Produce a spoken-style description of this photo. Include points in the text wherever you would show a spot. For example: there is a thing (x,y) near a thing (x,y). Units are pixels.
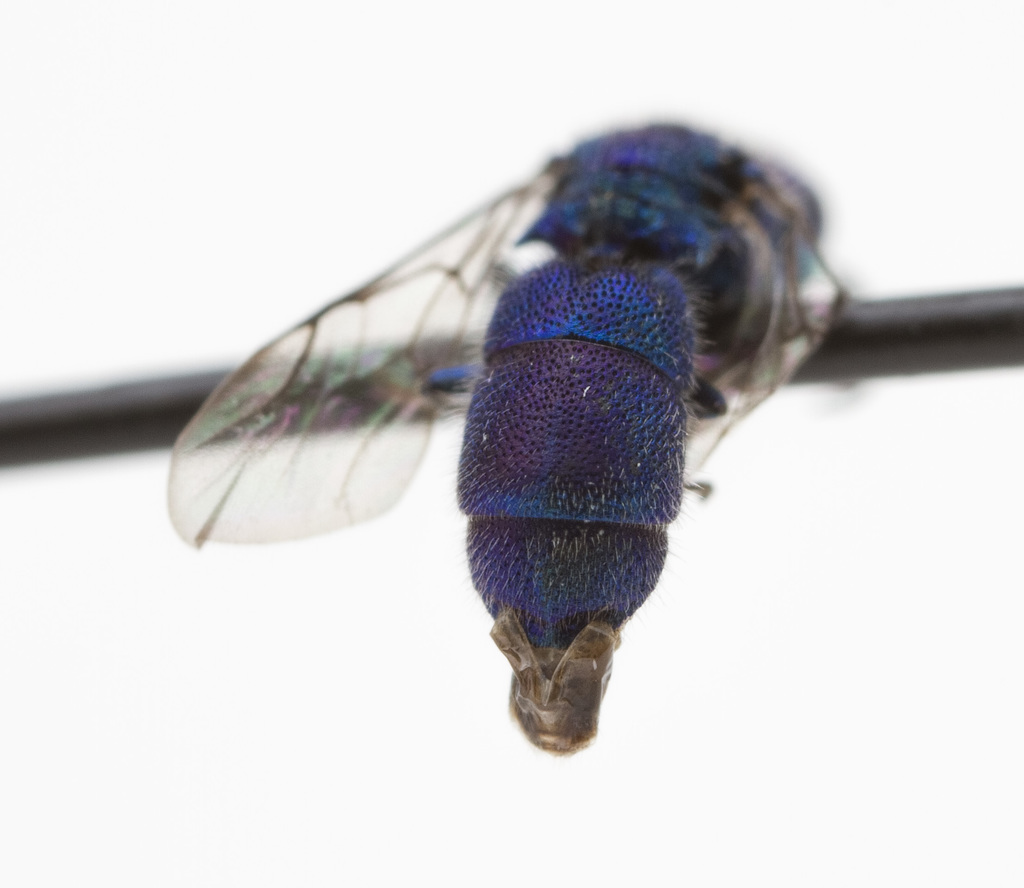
In the center of the picture (621,400) there is a wasp (528,367) on an object (987,328). The background (83,155) is white.
